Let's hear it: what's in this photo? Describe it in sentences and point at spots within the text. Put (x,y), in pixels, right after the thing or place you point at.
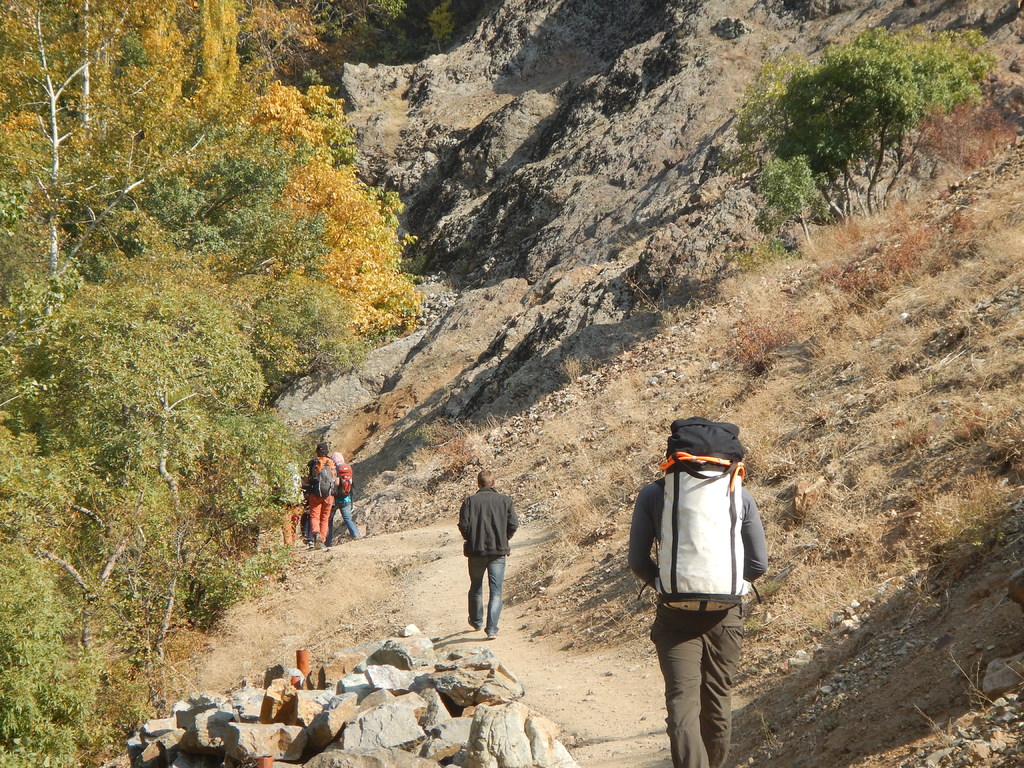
In the foreground of this image (435,741), on the bottom (346,749), there are stones (512,758) and persons (502,582) walking on the side path (564,674) wearing bag packs (673,533). On the left (177,308), there are trees (194,229). On the right (925,233), there is rock (669,123), tree (835,140) and grass (885,349) on the slope surface (790,329).
